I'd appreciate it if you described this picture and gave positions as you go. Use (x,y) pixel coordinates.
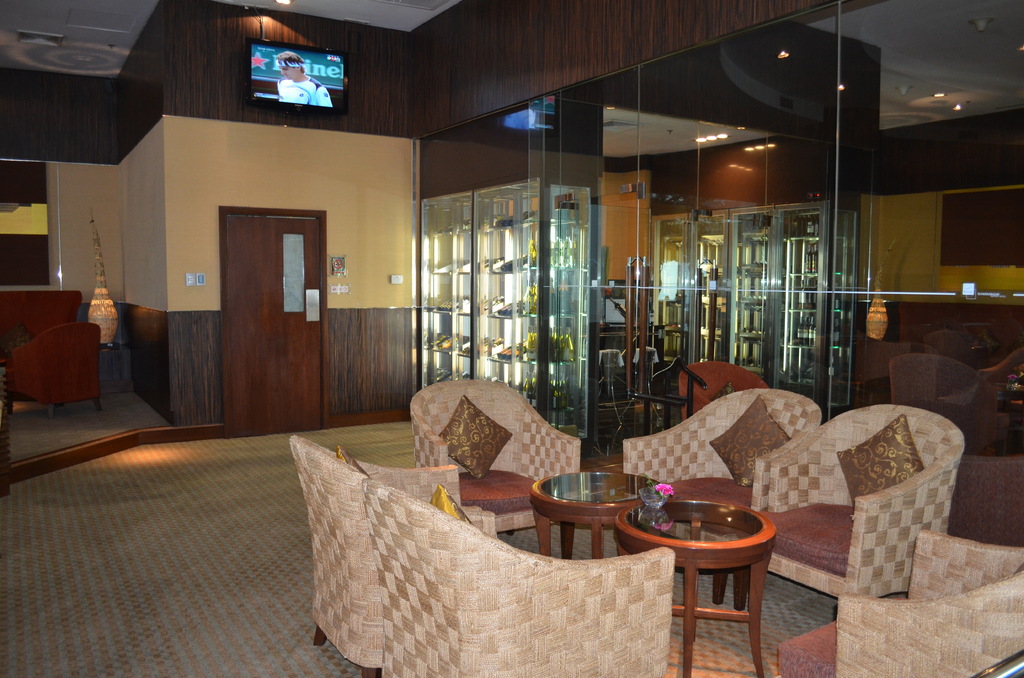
In this image we have couch (51,306), chairs (494,594), pillows (754,421), table (607,483), bowl (655,492), flower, rack (561,361), lamp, door (284,239), television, lights (1022,52), carpet (254,513).
